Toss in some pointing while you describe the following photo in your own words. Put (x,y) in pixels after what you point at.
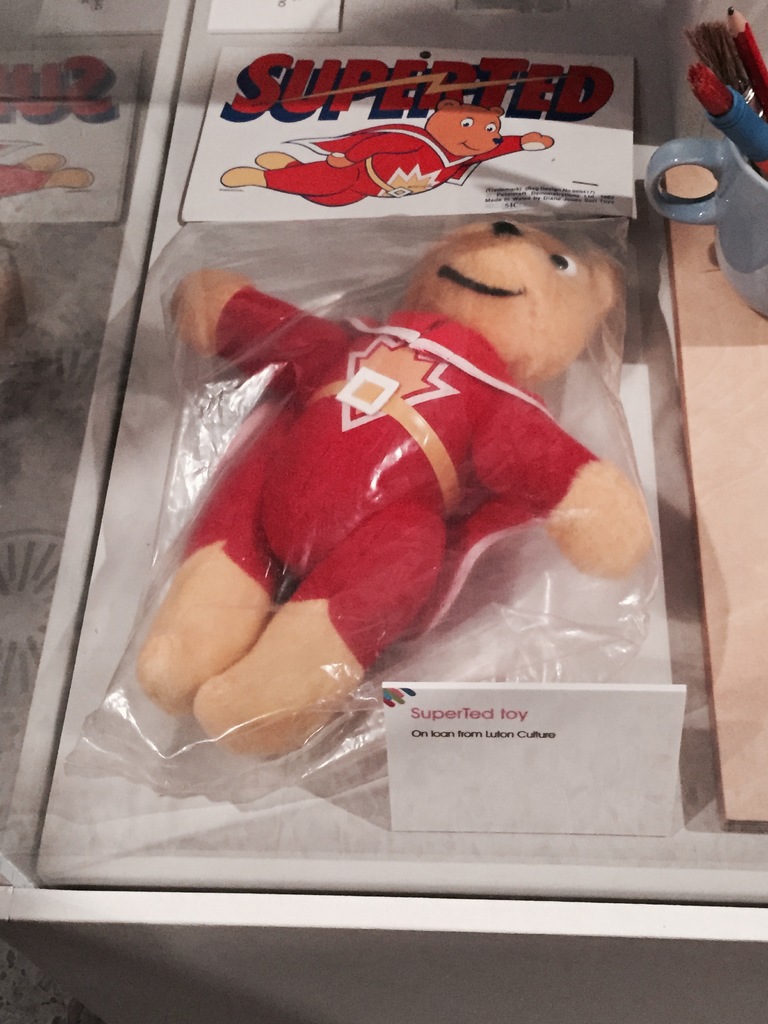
In this image in the center (497,351) there is one toy (457,267) which is packed, and there is one board (468,795). On the board (468,795) there is some text (478,726), on the right side (735,469) there is one table (673,238). On the table (690,178) there is one cup (728,187), in that cup (759,275) there are some brushes (739,84) and a pencil (748,49).
